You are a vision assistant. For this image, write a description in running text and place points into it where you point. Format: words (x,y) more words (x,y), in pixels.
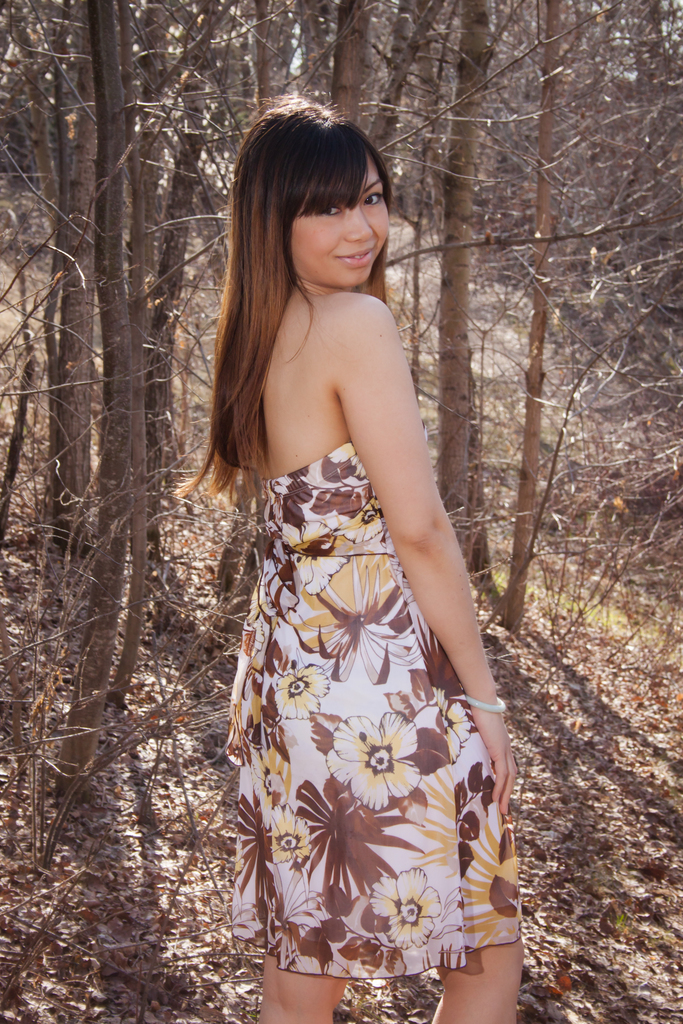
In this picture we can see a woman (372,493) standing and smiling, in the background (427,264) there are some trees (237,94), we can see leaves (174,940) at the bottom (174,930).
